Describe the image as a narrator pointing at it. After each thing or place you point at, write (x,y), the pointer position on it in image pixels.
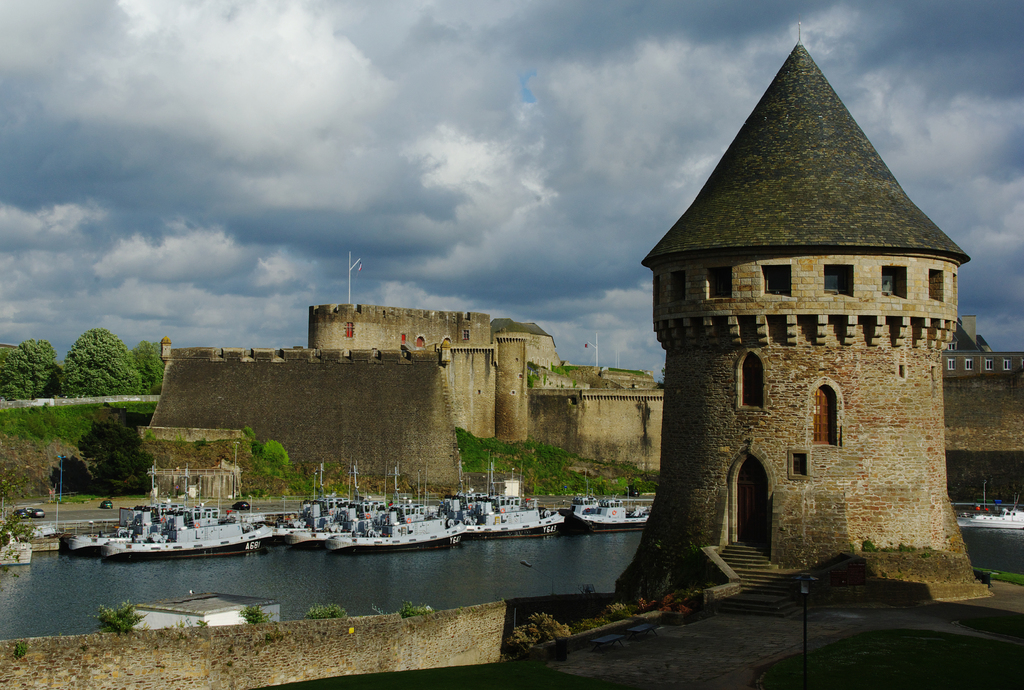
In this image, there is an outside view. In the foreground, there are some boats (313,542) floating on the water (325,578). There is a fort (520,377) in the middle of the image (409,360). There are some trees (135,386) on the left side of the image (155,394). There is a sky (456,170) in the background of the image (295,227).
